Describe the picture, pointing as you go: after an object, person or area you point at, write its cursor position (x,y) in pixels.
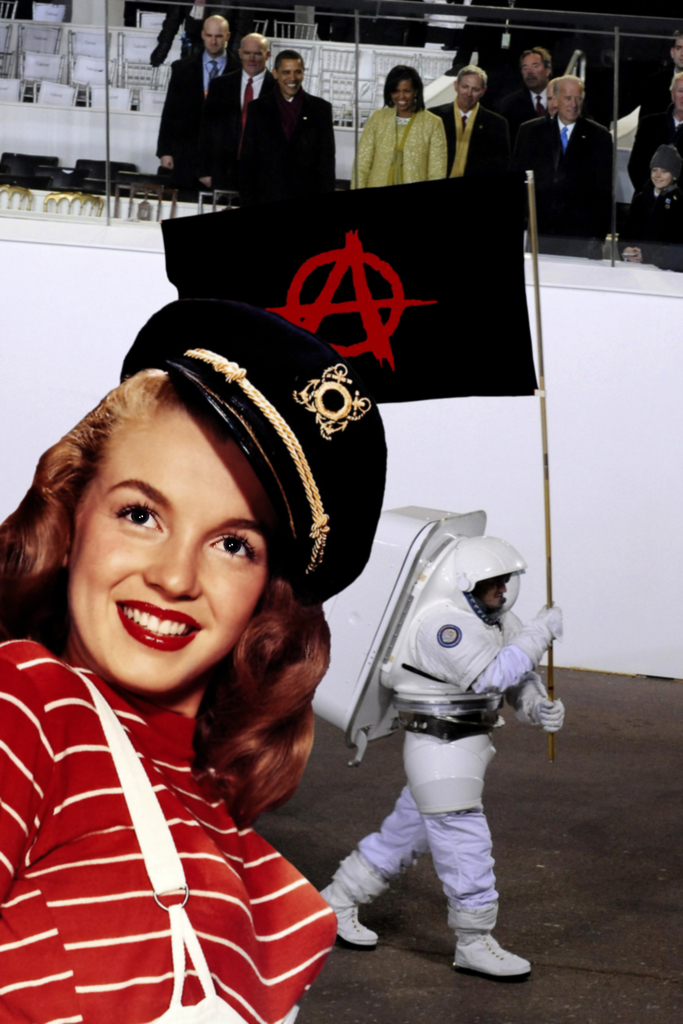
In this picture there is a lady (239,552) on the left side of the image (124,865) and there is an astronaut (395,614), by holding a flag (214,223) in his hands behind her and there are people (271,103) those who are standing and there are chairs (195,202) at the top side of the image (360,110).
